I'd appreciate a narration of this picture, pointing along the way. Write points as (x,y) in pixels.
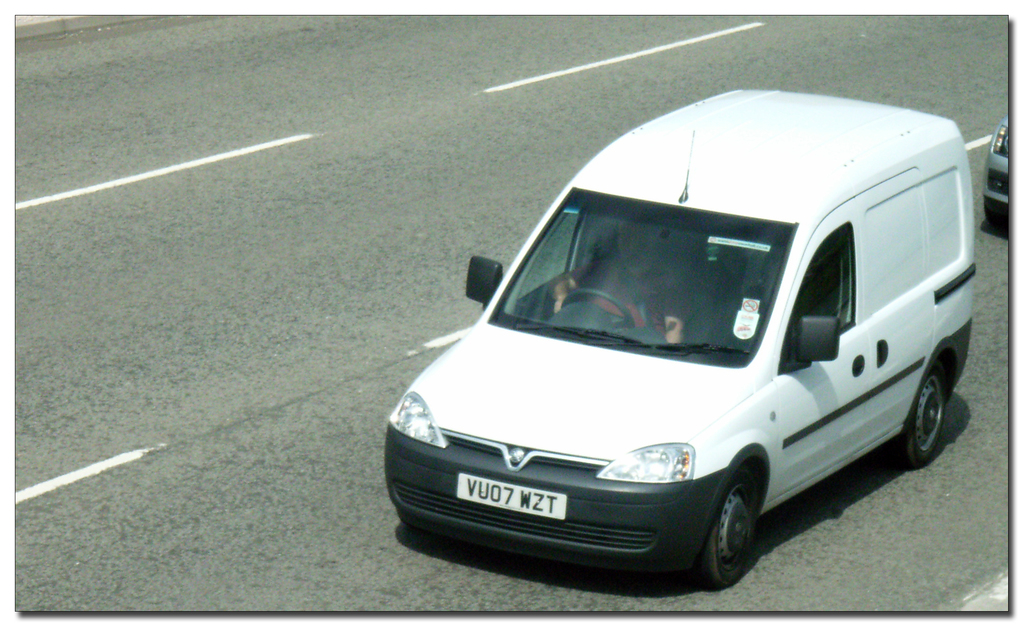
In this image I can see two cars (775,309) on the road (456,279). This image is taken may be during a day.
